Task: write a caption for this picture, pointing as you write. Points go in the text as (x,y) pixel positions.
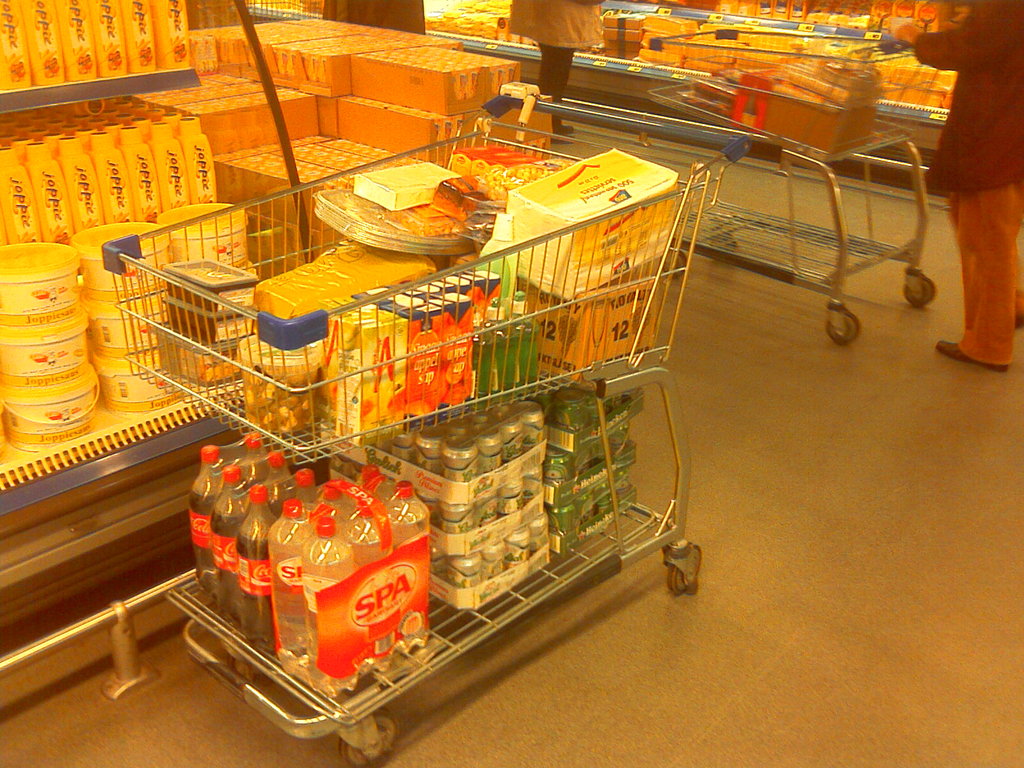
In this image, we can see trolleys (299,258), bottles (92,209), tins (458,427), boxes (399,301), plates (384,221), containers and some other objects (549,280) and we can see some other people (567,61) and there are rods (122,602). At the bottom (771,612), there is a floor (817,521).
